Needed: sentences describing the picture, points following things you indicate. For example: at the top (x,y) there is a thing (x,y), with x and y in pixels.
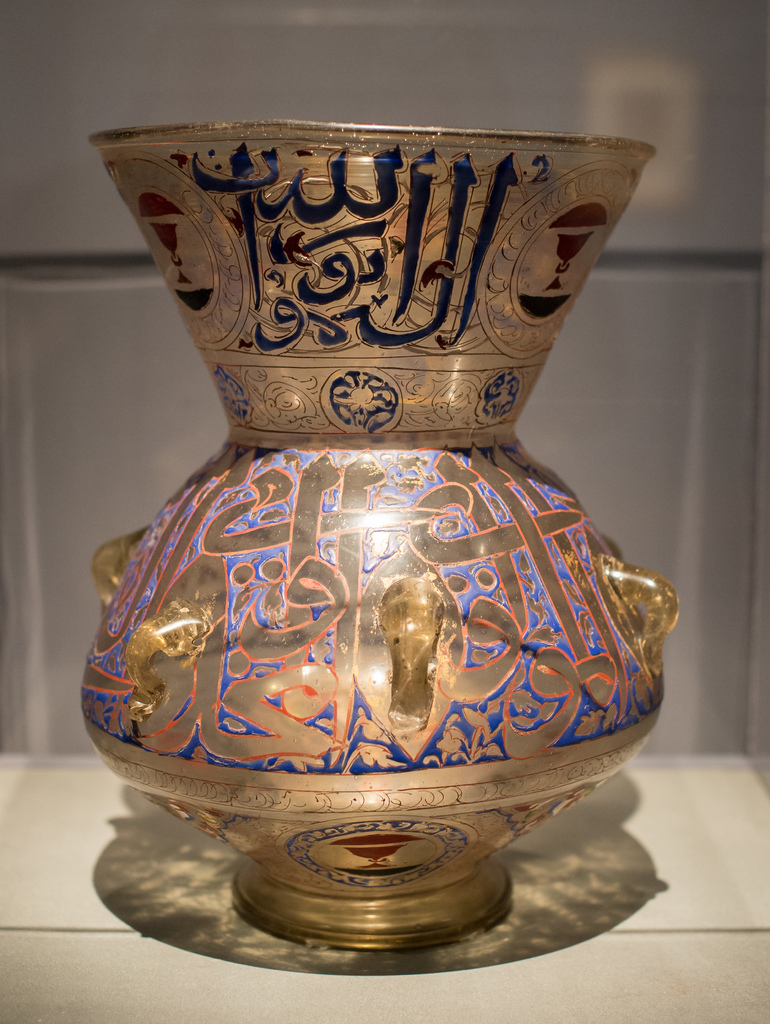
In this image we can see there is a vase (378,385) with something written on it.
